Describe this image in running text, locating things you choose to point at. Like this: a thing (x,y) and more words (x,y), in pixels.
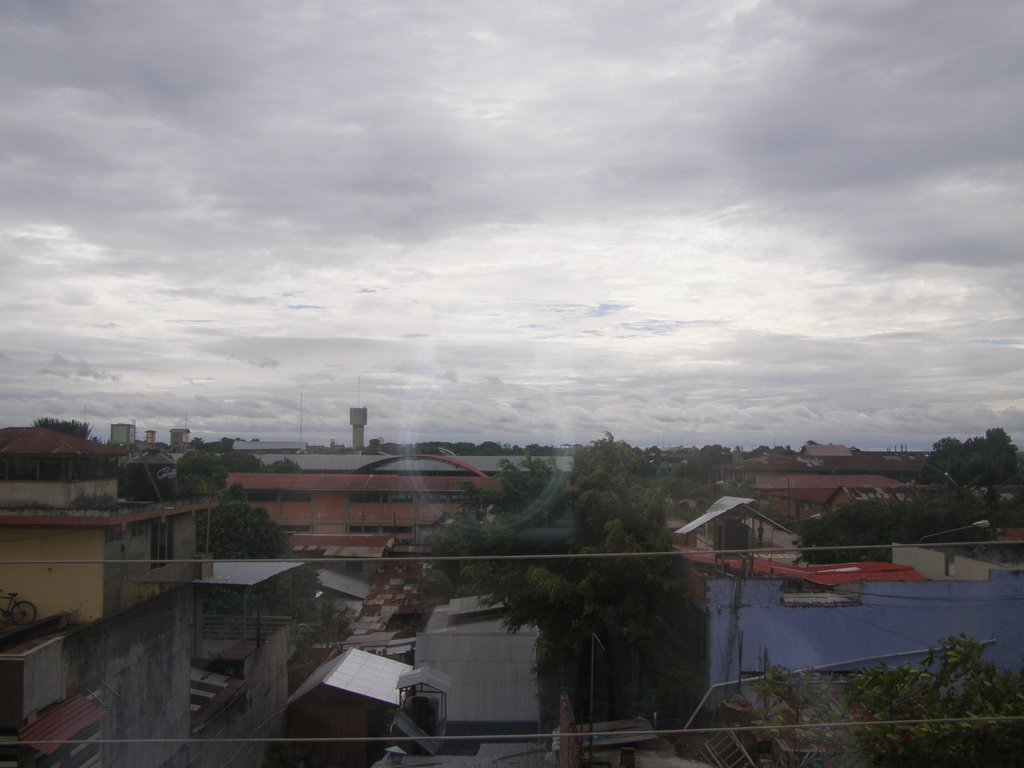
In the picture we can see a street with houses (104,490), buildings (754,667), trees (801,679), and some poles (741,661) and in the background (382,426) we can see a sky (456,362) with clouds (577,363).
